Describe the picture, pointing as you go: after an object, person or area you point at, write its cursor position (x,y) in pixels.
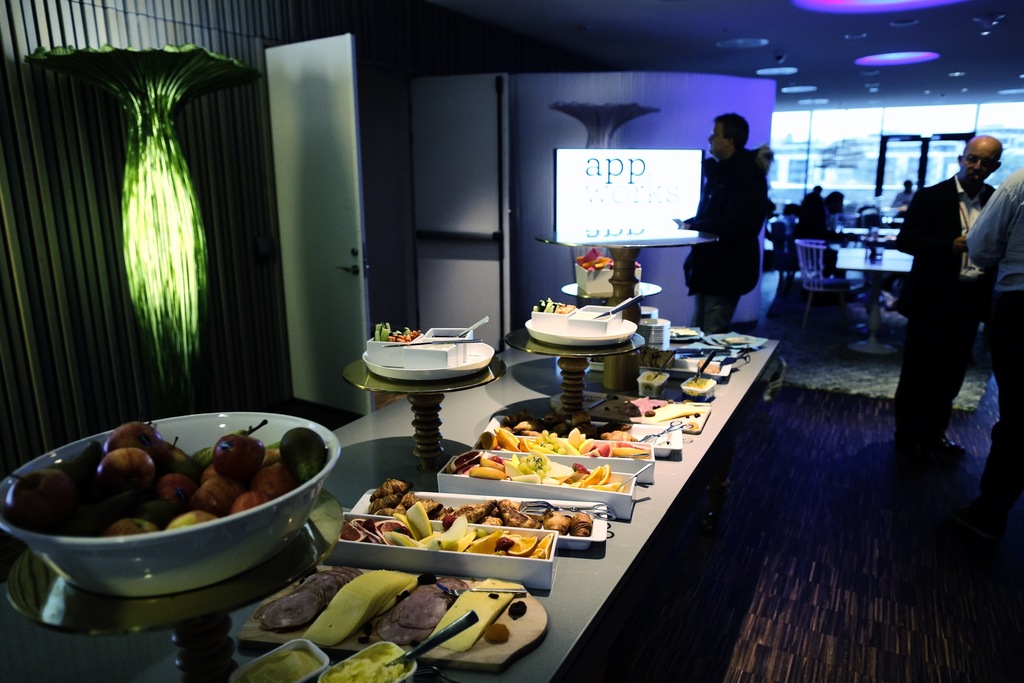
In the image we can see there are people (720,211) who are standing and on table (164,639) in a plates (611,496) there are food items (544,522) such as fruits (214,453), meat (440,616), pastries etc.
